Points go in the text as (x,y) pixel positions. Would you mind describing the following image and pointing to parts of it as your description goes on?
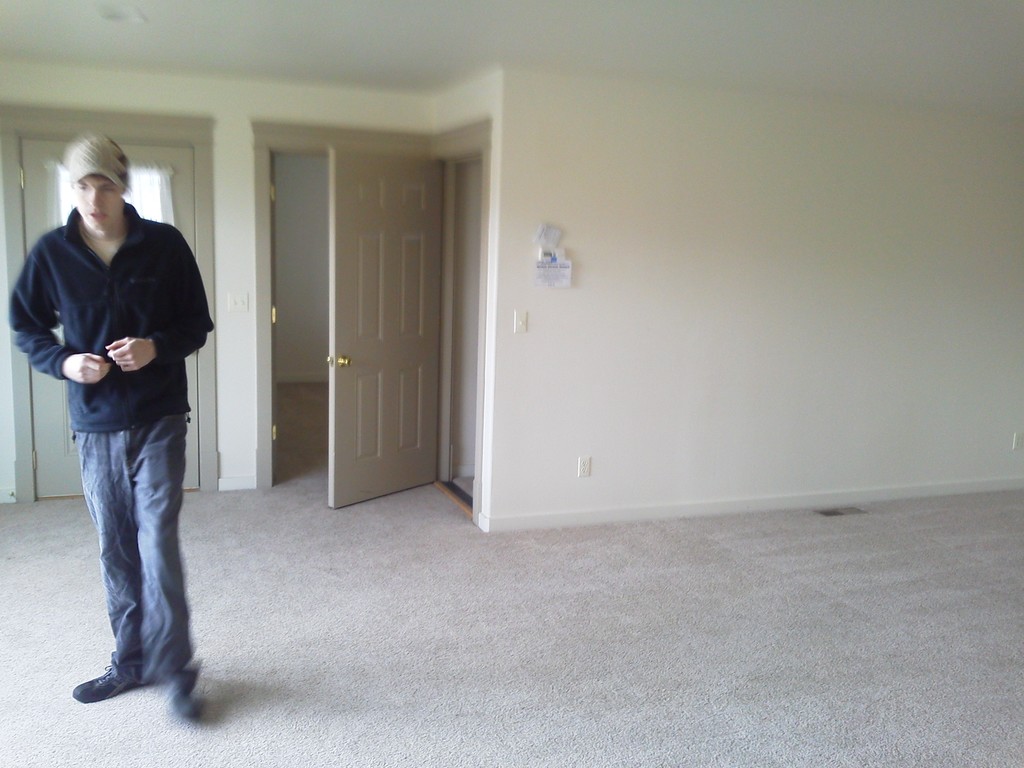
In this picture I can see there is a man (110,307) standing on to left (105,292) and there is carpet (466,664) on the floor (385,648) and in the backdrop (369,219) there are doors (385,204) and there is a wall (804,405) on to right side (893,367).
